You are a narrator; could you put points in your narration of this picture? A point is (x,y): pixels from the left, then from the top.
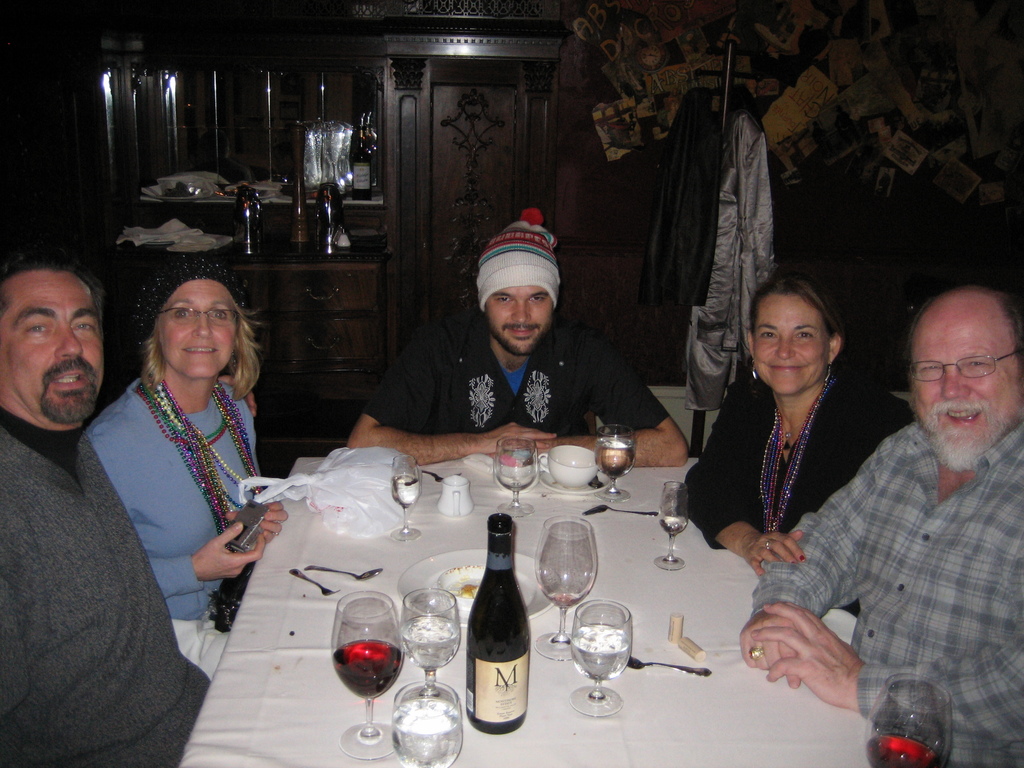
In this image I can see the group of people (402,433) with different color dresses (58,464). I can see these people (148,665) are sitting in-front of the table (222,760). On the table (318,749) I can see the bottle (491,656), glasses (365,660), cup (564,486), plastic cover (332,523), plate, spoons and forks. In the background (711,242) I can see two clothes (685,251) hanged and few objects (246,243) on the table (262,291).
